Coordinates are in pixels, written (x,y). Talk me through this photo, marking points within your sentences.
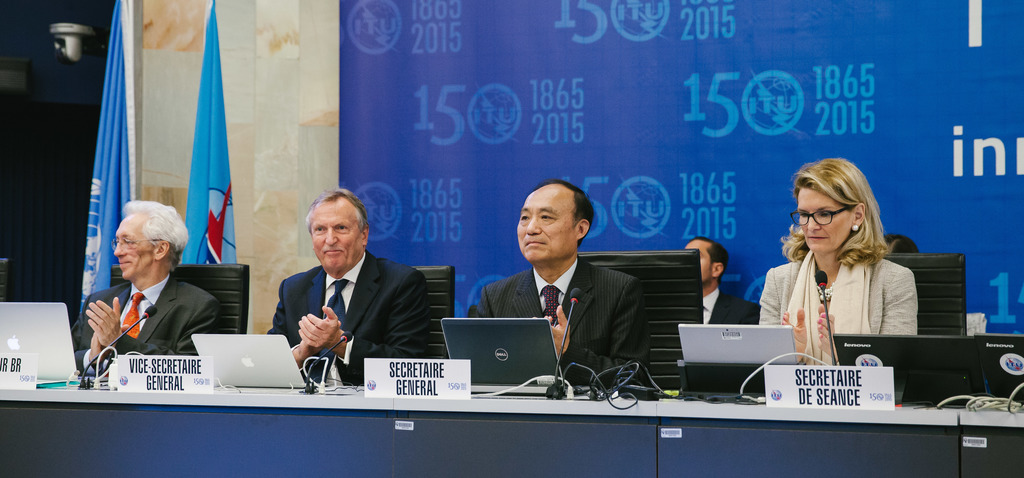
In this image we can see people (135,257) sitting on the chairs (670,355) and desks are placed in front of them. On the desks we can see mics (565,390), cables (591,387), name boards (438,381) and laptops (283,349). In the background (105,98) there are cc camera (67,52), advertisement board (414,79) and flags (225,153).
